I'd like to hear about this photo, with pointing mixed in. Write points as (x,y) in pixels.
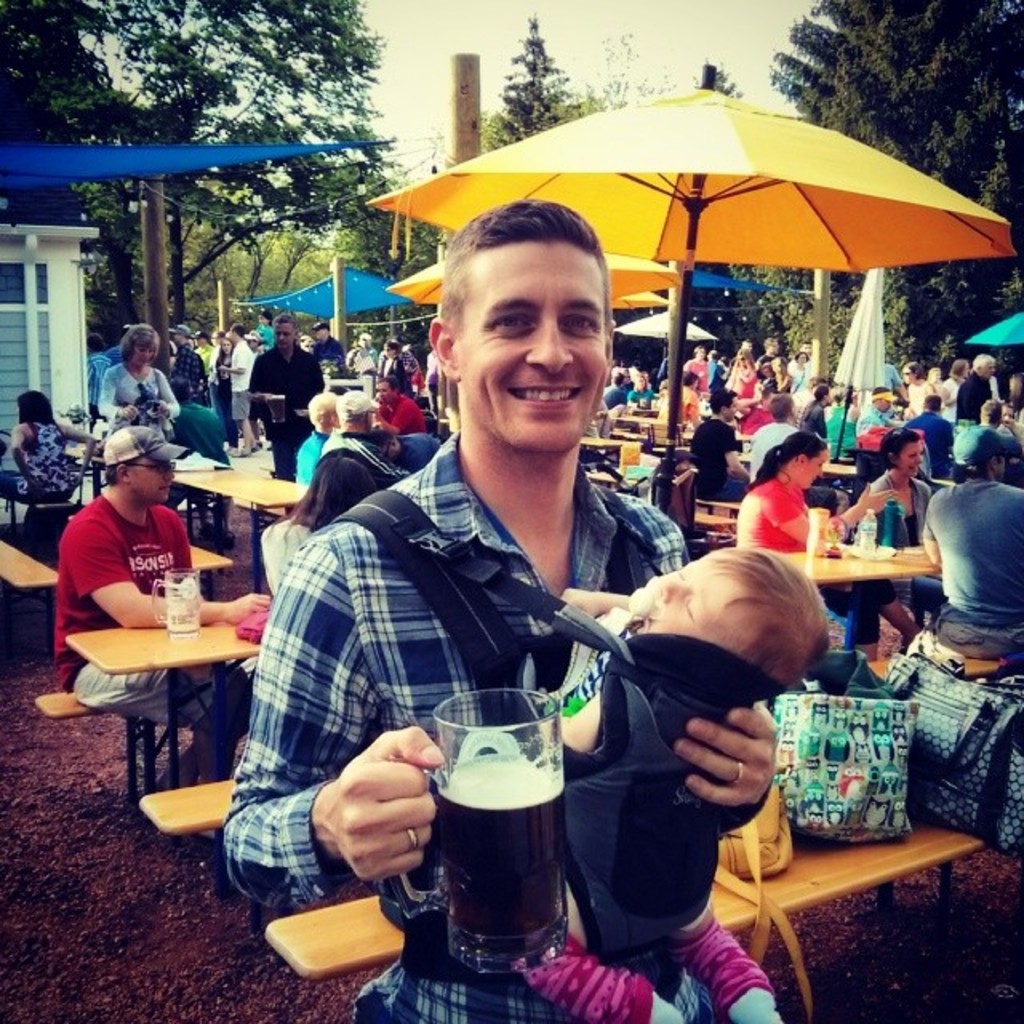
In front of the picture, we see the man (442,641) is standing and he is holding a glass jar (550,846) containing the liquid (512,770). He is carrying the baby (659,632). He is smiling. Behind him, we see many people (908,473) are sitting on the benches (839,860). In front of them, we see tables (883,565) on which many objects (867,517) are placed. They are sitting under the tents (584,216) which are in white, blue, green and yellow color. On the left side (74,400), we see a building (51,285) in white color. There are trees (195,209) in the background (195,209). We see the bags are placed on the bench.
